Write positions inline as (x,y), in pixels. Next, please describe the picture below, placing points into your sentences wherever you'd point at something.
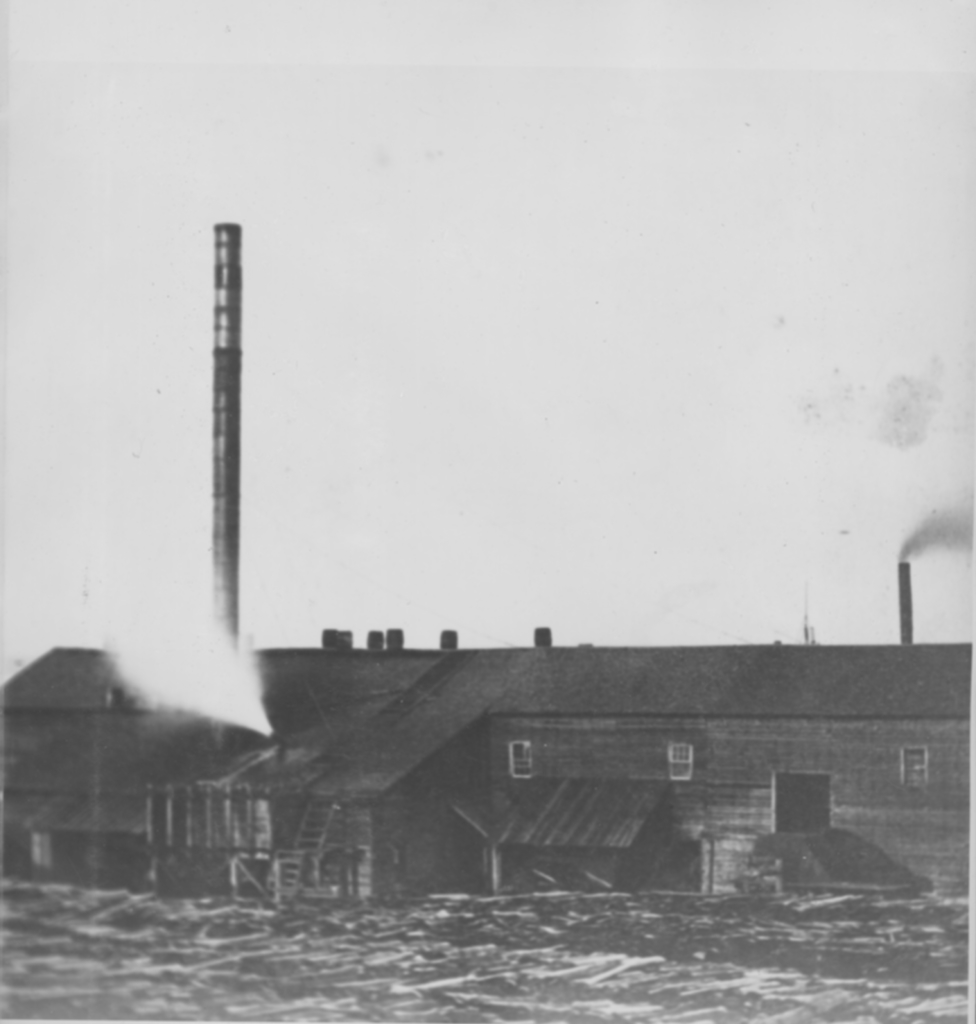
In this image I can see a building (648,741). Both side of this image I can see smoke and I can also see this image is black and white in colour.
